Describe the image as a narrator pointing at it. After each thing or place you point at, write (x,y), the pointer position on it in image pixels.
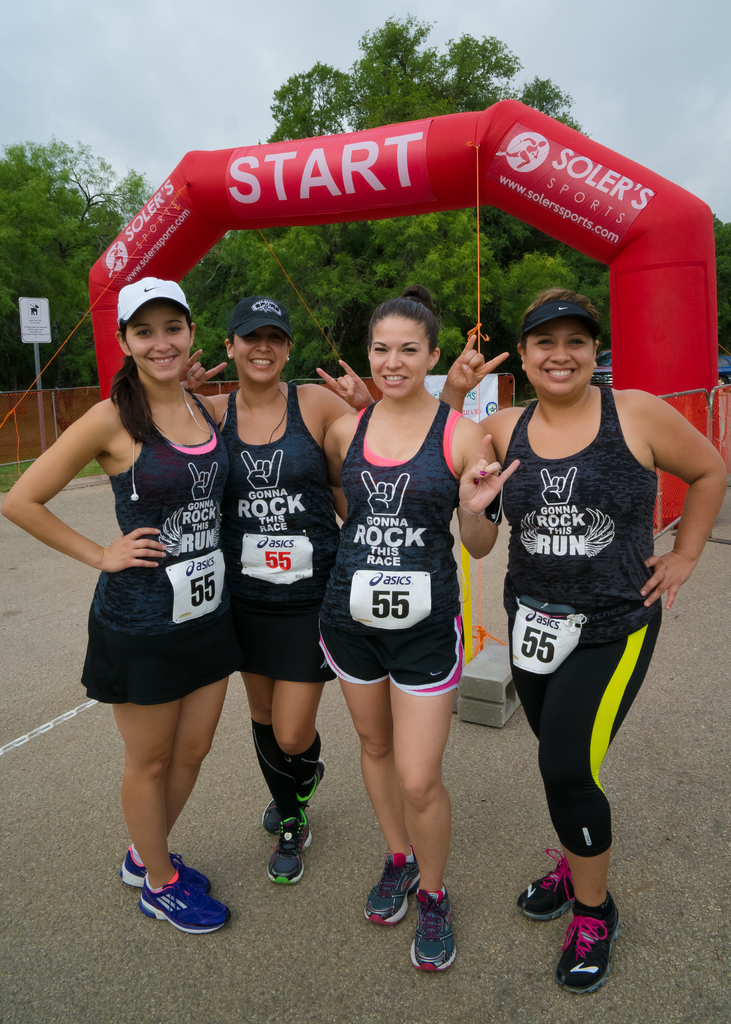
In this image we can see four ladies (380,499) standing. Few are wearing cap (236,323). In the back (110,251) there is an arch (239,166) with something written. In the background (27,180) there are trees (253,235). Also there is a fence (51,423). At the top (201,98) there is sky (660,114).
